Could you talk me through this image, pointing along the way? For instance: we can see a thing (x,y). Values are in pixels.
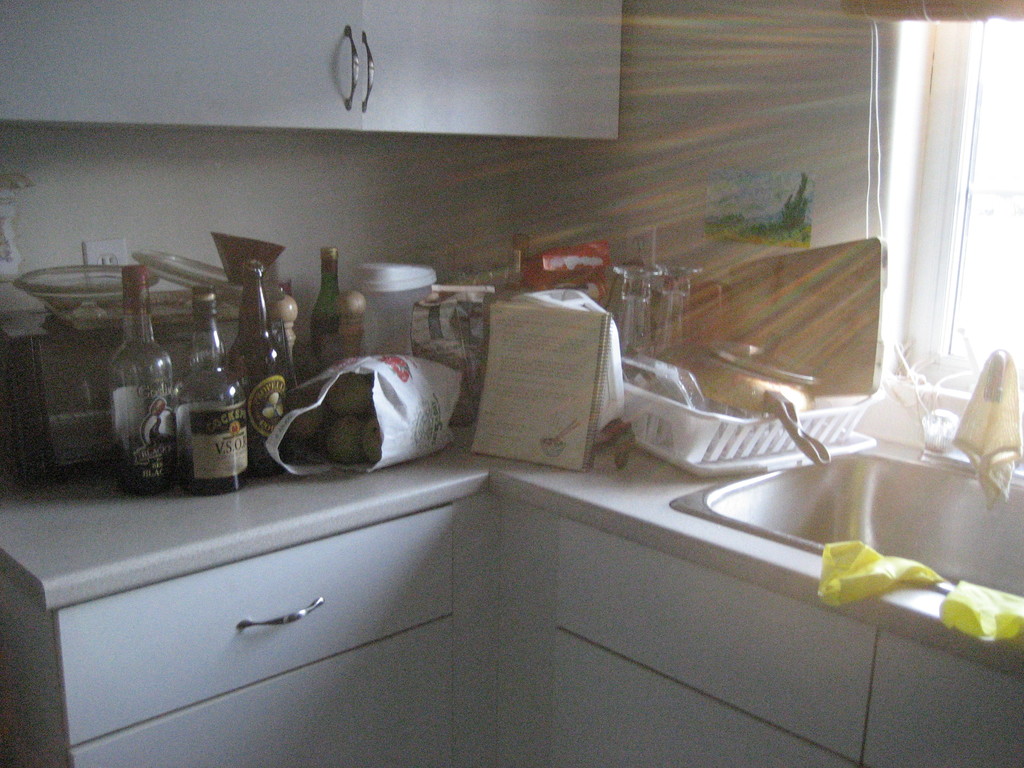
This is clicked inside a kitchen (155,613), on the right side (939,570) there is wash basin (815,506) with a basket (681,418), pan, glasses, bottles (214,410), cover (429,392), book (521,396) and utensils (700,339) on the table (280,532) with a drawer (332,597) below it and above there is a cupboard (332,91), on the right side (915,237) there is window (1012,307) on the wall (842,151).
